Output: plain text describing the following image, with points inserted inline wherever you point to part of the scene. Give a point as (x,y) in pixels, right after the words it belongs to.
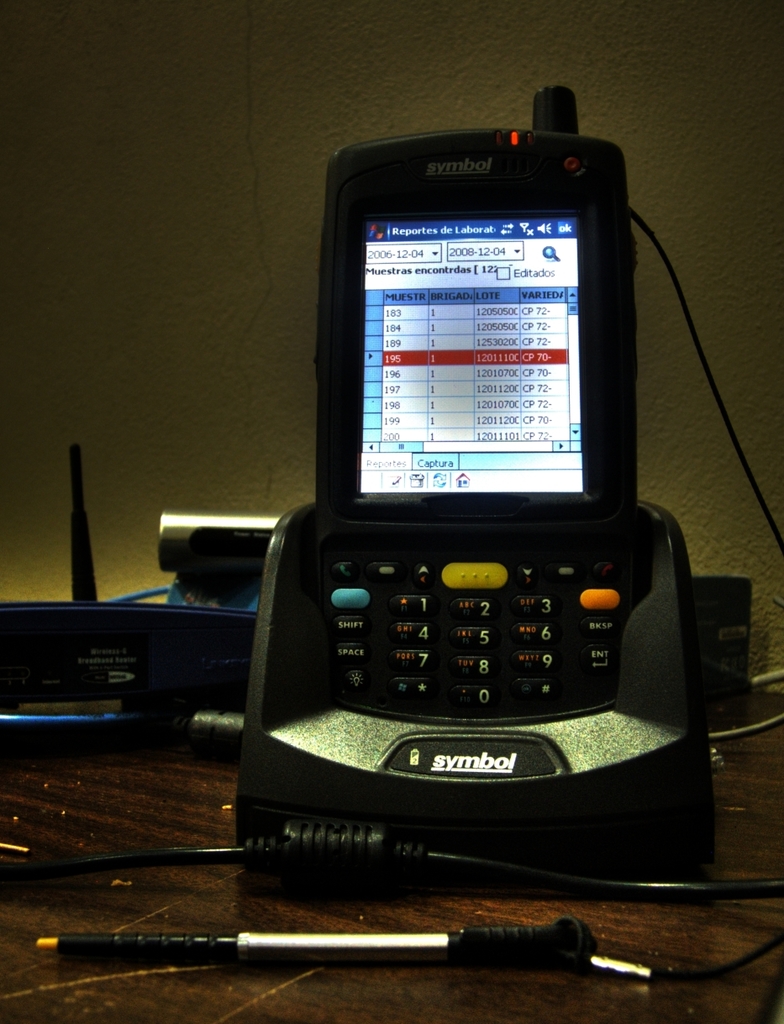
In the image we can see electronic devices (538,566), cable wire (782,544), wooden surface (333,990) and the wall (332,116).
